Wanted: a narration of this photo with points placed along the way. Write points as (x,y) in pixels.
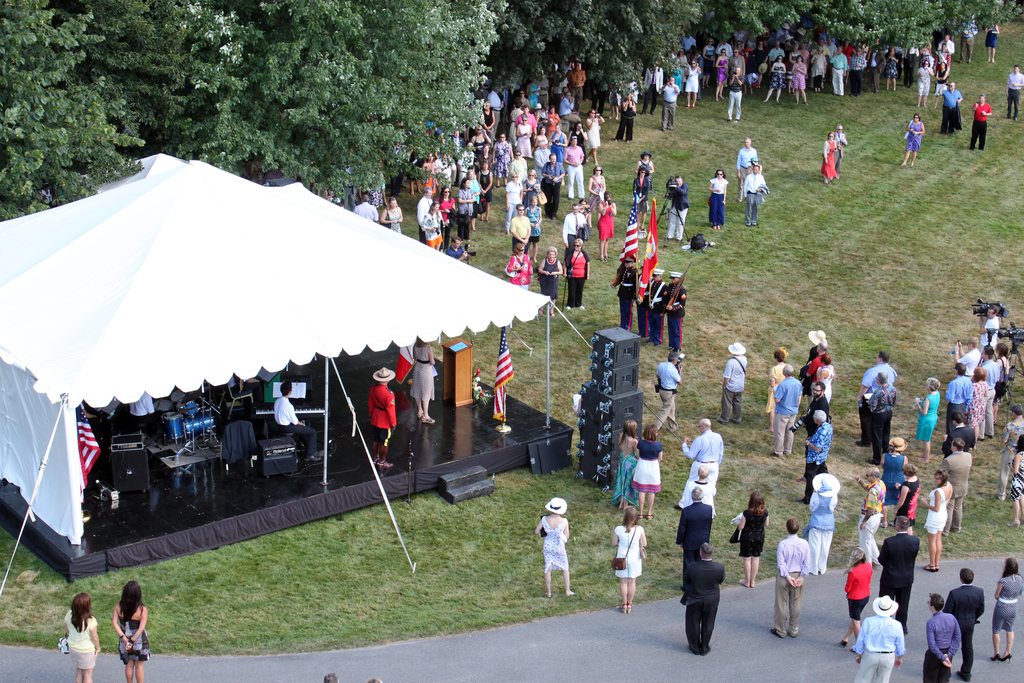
In this picture we can see a group of men and women (784,446) standing in the ground (792,290). On the left side (191,238) we can see the white canopy tent (232,360) with band (305,438), speaker (292,442), speech desk (450,366) and american flag (505,376). In the background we can see some trees (260,80).
